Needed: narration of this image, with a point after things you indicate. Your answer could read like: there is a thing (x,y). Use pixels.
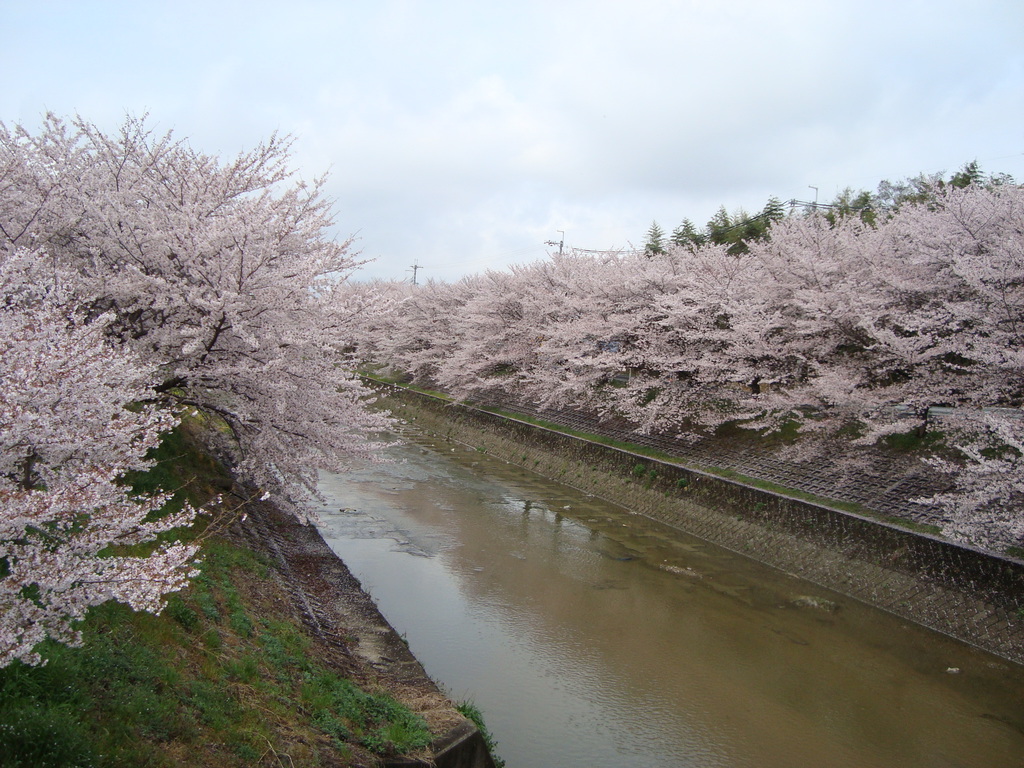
In the middle of the picture (434,506), we see water (545,587) and this water (545,587) might be in the canal (457,516). On either side of the picture, we see the trees (426,320) and the grass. There are trees (603,277) and the poles (415,265) in the background (603,277). At the top (590,171), we see the sky (472,118) and the clouds (259,113).
